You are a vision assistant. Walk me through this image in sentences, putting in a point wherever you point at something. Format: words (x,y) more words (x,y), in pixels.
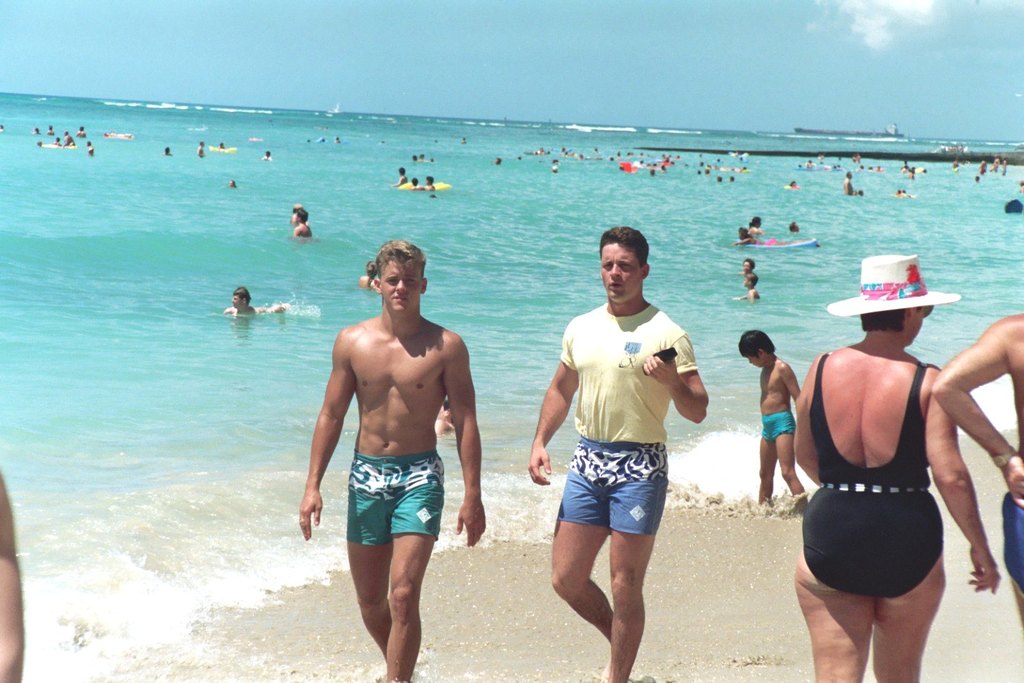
In this picture there are people (464,447) in the center of the image (663,370) and there is a big ocean (511,151) in the background area of the image (550,213), in which there are people (763,244).
